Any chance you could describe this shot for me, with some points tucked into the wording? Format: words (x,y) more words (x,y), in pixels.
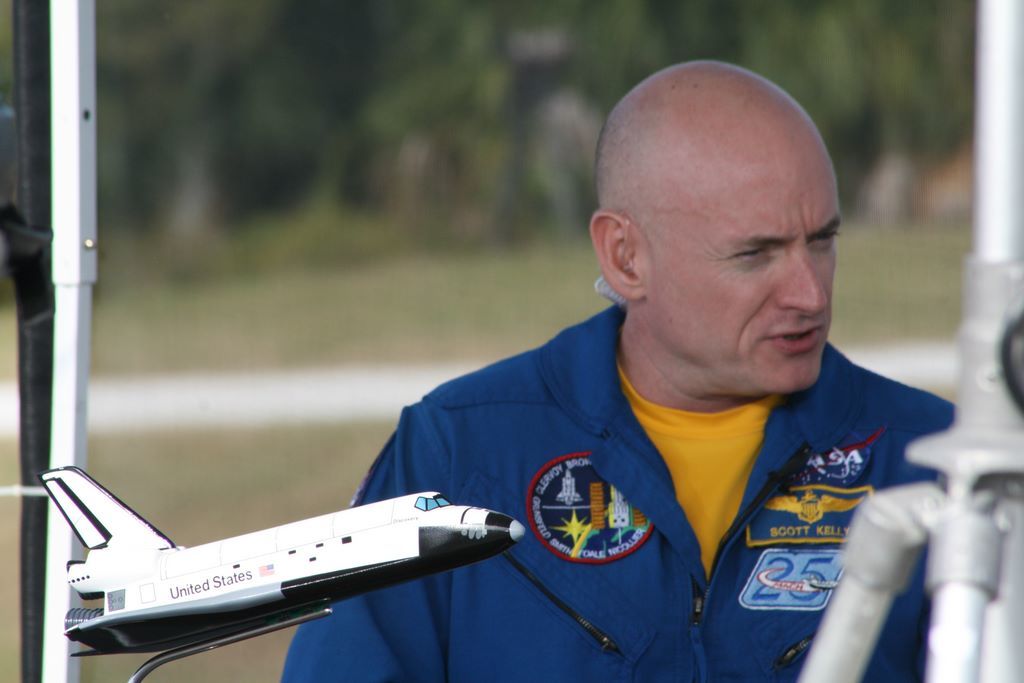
In this image there is a person (524,505). In front of him there is a depiction of an aeroplane (394,526). There are rods (79,283). Behind him there is grass (274,427) on the surface (242,437) and the background of the image (267,113) is blur.
